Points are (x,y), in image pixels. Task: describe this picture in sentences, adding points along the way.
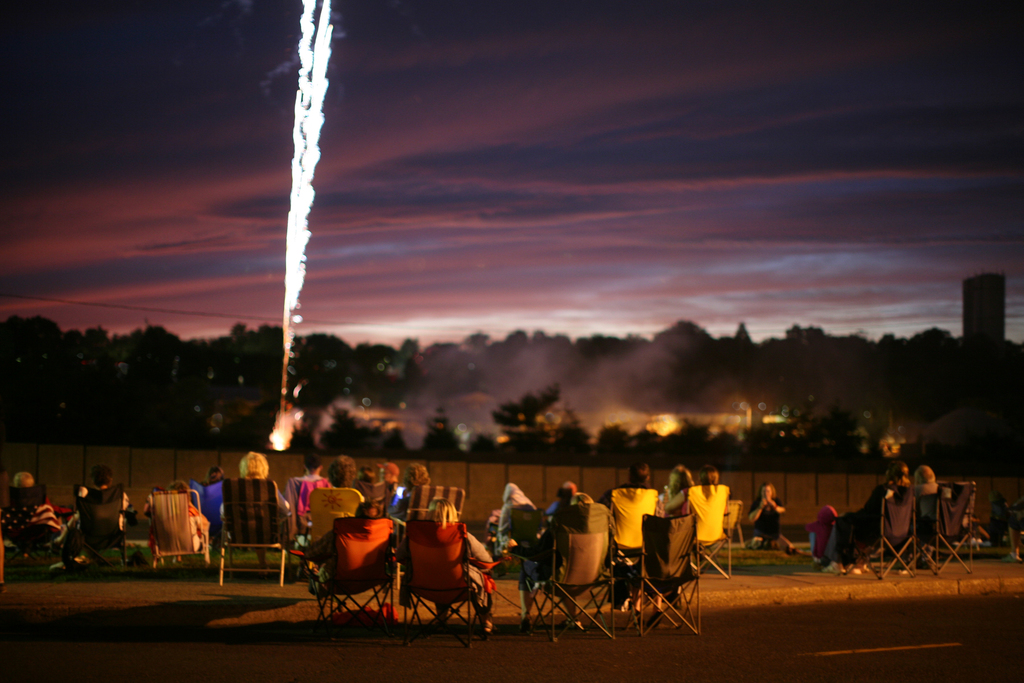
At the bottom of the image (996,539) few people (999,512) are sitting. In front of them we can see some trees (335,350) and fire works (290,260). At the top of the image (70,96) we can see some clouds (476,289) in the sky (390,2).
